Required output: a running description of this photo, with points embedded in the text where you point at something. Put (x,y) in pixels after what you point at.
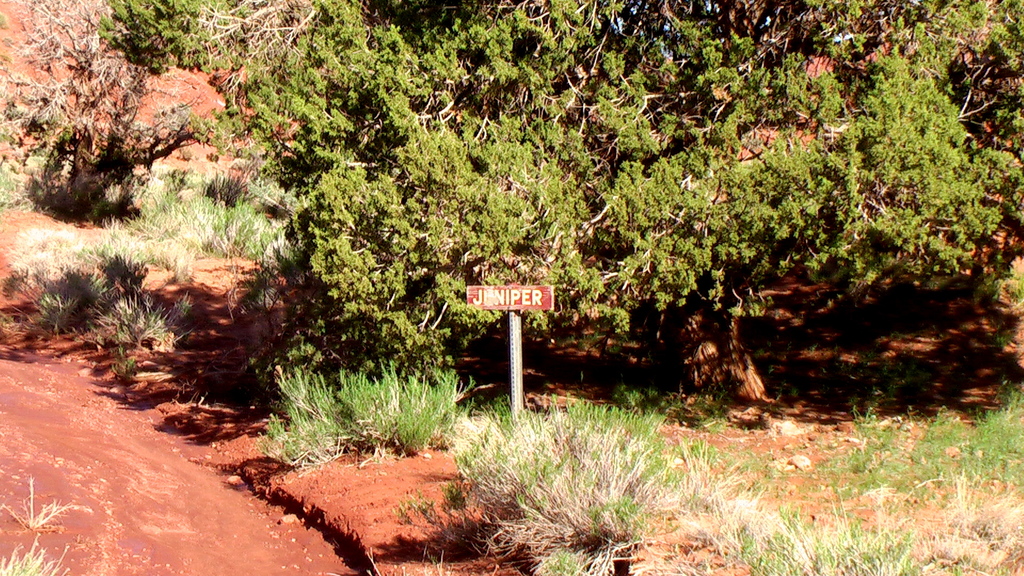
In this picture there is a board (535,287) on the pole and there is a text (539,303) on the board (539,295) and there are trees (464,273). At the bottom (720,489) there are plants (654,438) and there is mud (215,475).
